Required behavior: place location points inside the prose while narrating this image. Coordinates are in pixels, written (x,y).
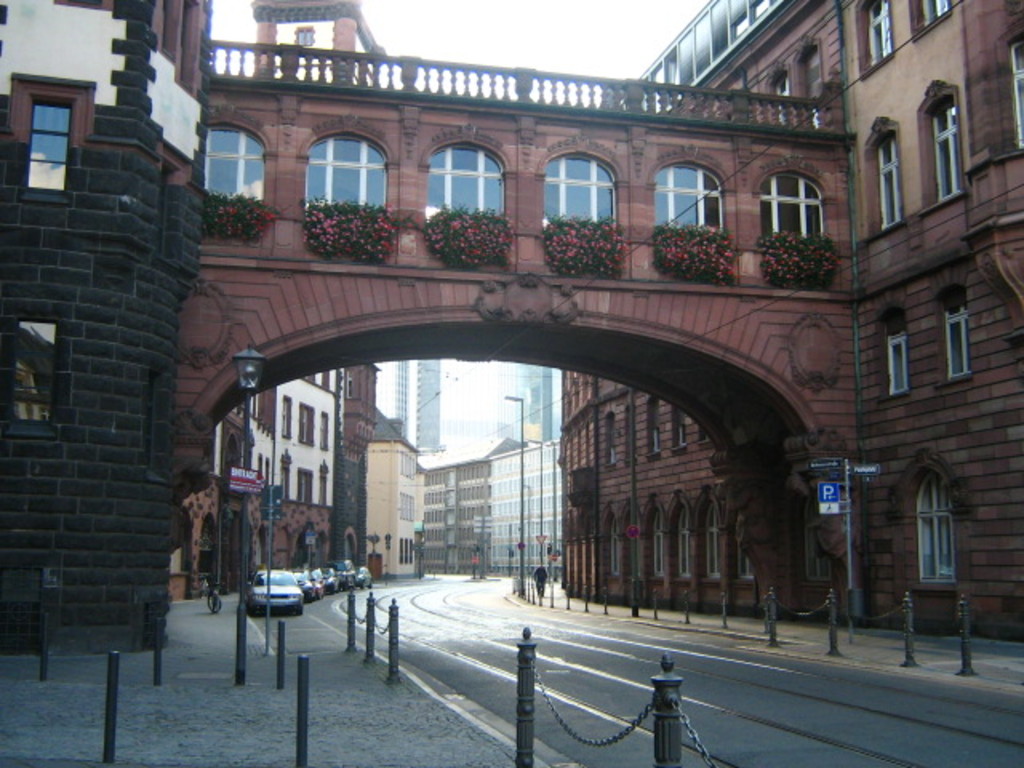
In this image, at the bottom (270,579) there are cars (330,574), street lights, poles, safety poles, people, road (469,654). At the top (376,160) there are buildings (699,304), windows (603,168), plants (599,269), sky (547,63).
